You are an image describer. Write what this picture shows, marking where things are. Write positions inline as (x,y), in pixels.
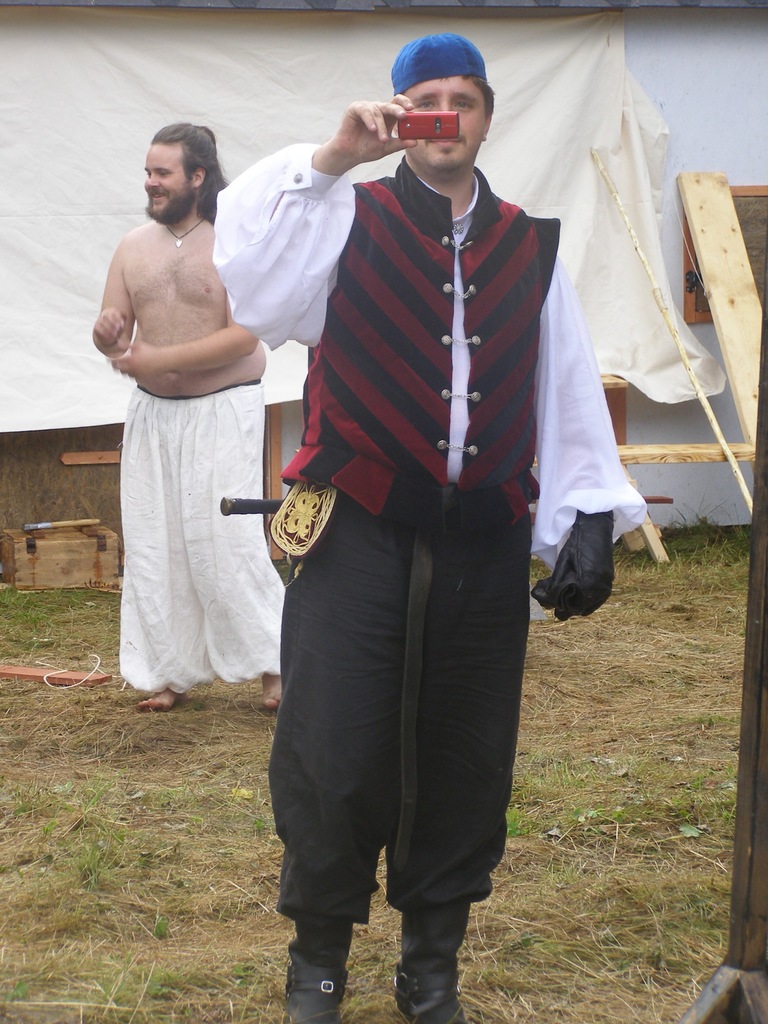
In this picture there is a person (433,560) standing and holding a mobile (421,124) in his hand (394,138) and there is another person (190,365) standing behind him and there are some other objects (390,20) in the background (657,302).
